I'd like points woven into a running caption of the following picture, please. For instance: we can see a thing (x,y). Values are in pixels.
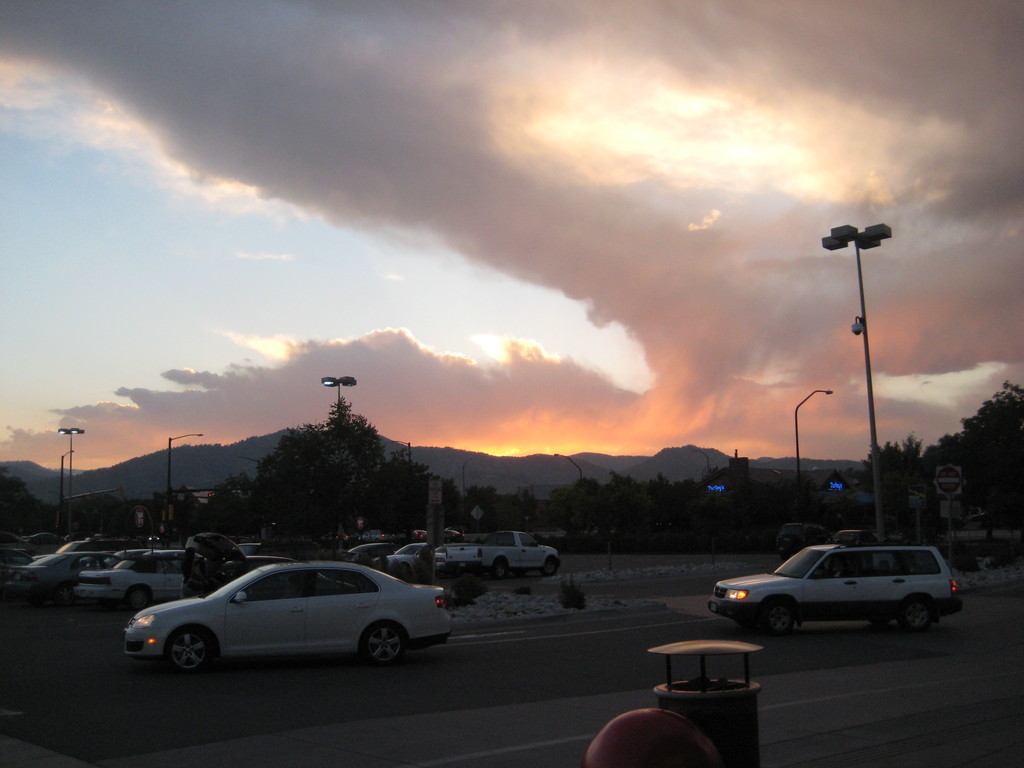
In this image we can see many vehicles (156,597). Also there is road (565,618). There are light poles (401,442). In the back (525,505) there are trees (680,521). In the background (175,459) there is hill (604,478). Also there is sky (352,207) with clouds (543,196).
